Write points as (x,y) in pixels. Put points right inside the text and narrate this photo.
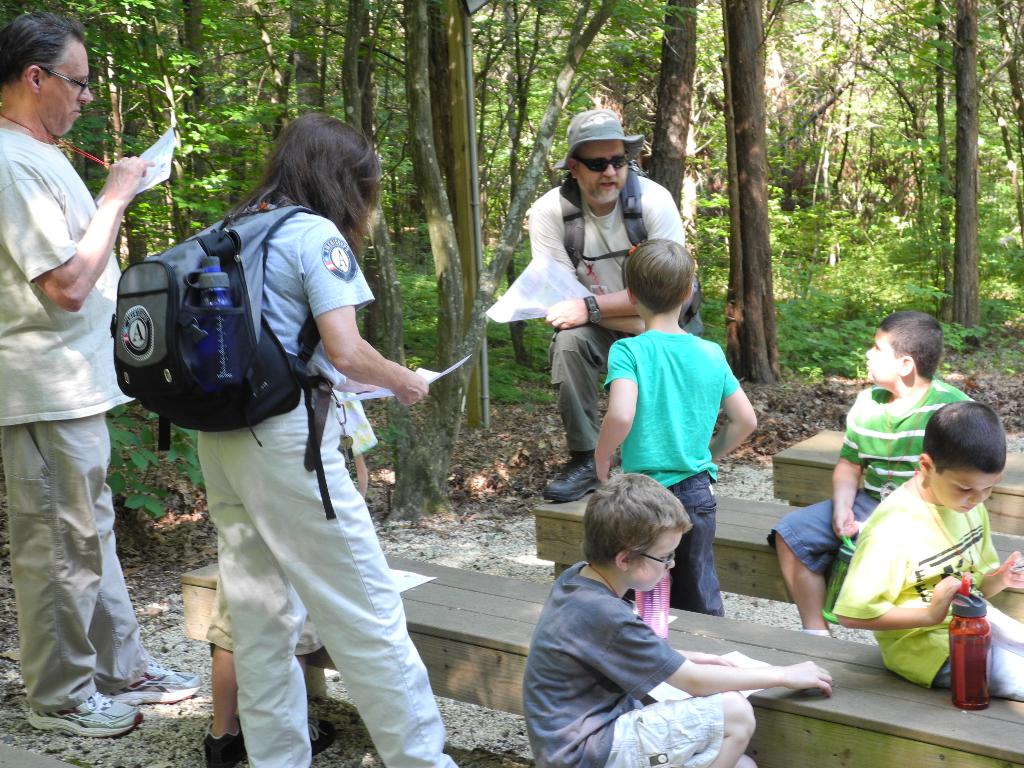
In the center of the image (567,493) we can see a man (605,316) is bending and wearing a dress (604,236), bag (627,220), goggles (606,163), hat (587,137) and holding a paper (560,295). On the left side of the image (41,282) we can see two people (62,236) are standing and holding the papers (156,150) and a man (124,195) is writing by holding a pen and a lady (336,330) is wearing a bag (265,341). At the bottom of the image (659,563) we can see the ground (180,721), benches (869,751) and some people (675,545) are sitting on the benches (738,569) and also we can see a bottle (986,619), a boy (672,485) is standing. At the top of the image (445,110) we can see the trees (963,167), plants (989,190) and dry leaves (175,563).
